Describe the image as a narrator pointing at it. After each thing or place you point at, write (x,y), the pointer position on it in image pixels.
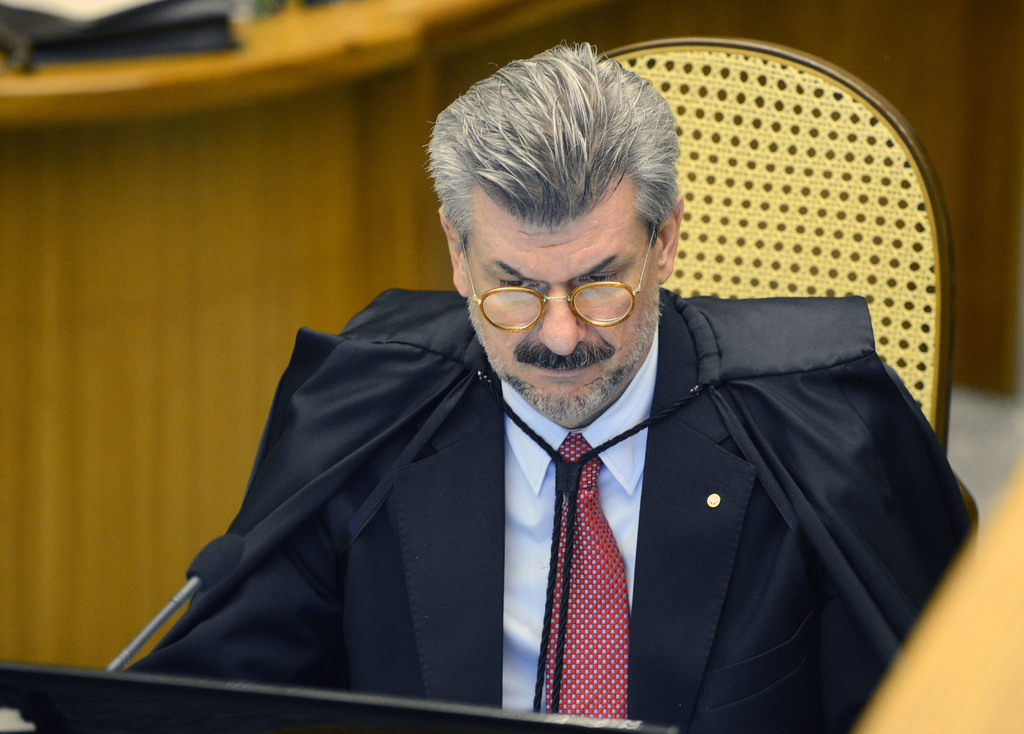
In this picture we can see a person (469,426) wearing spectacles (508,322) on his eyes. He is sitting on a chair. We can see a microphone (198,568). There is a wooden background (238,320).
